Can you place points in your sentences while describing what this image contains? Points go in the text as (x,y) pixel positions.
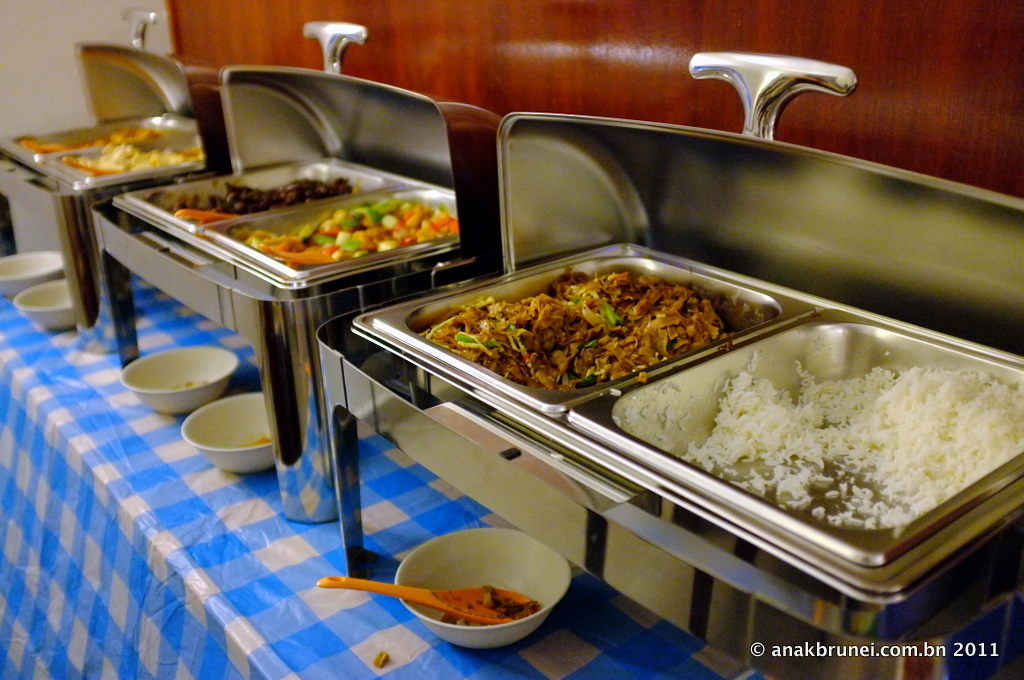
In the picture I can see few eatables (416,203) placed in utensils (667,394) and there are few bowls (252,454) placed below it.
